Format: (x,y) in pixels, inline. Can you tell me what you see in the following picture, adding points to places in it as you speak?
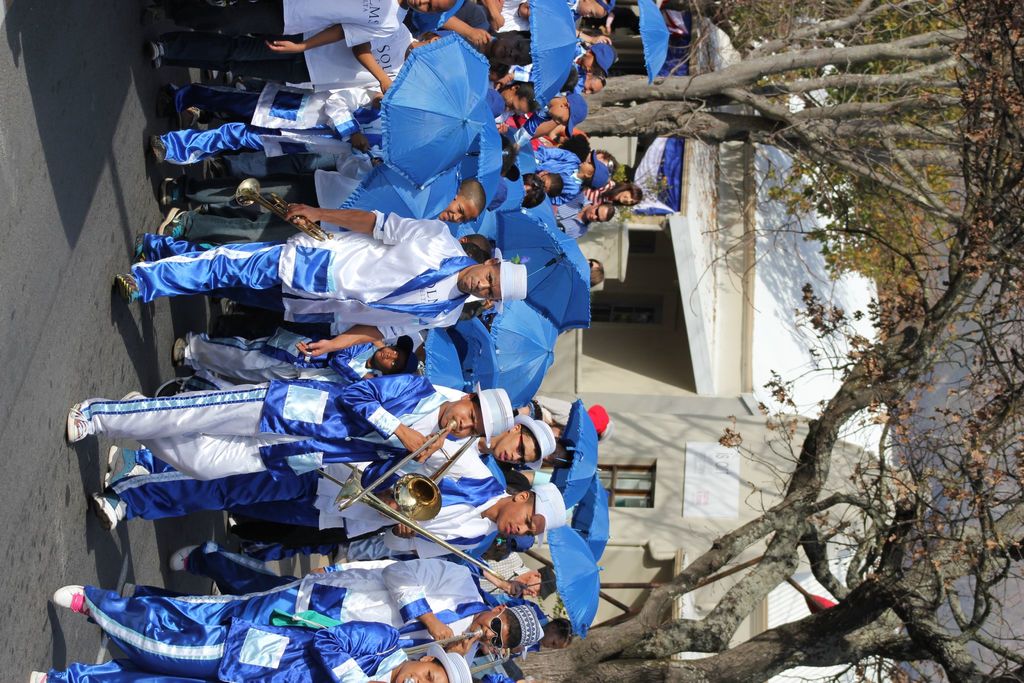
A man (312,469) is playing the musical instrument (429,482) and also walking, many people (333,323) are walking, they wore blue color trousers (244,394), white color shirts (403,238), white color hats (540,438) and blue color umbrellas (529,261). These are the trees (672,130).
